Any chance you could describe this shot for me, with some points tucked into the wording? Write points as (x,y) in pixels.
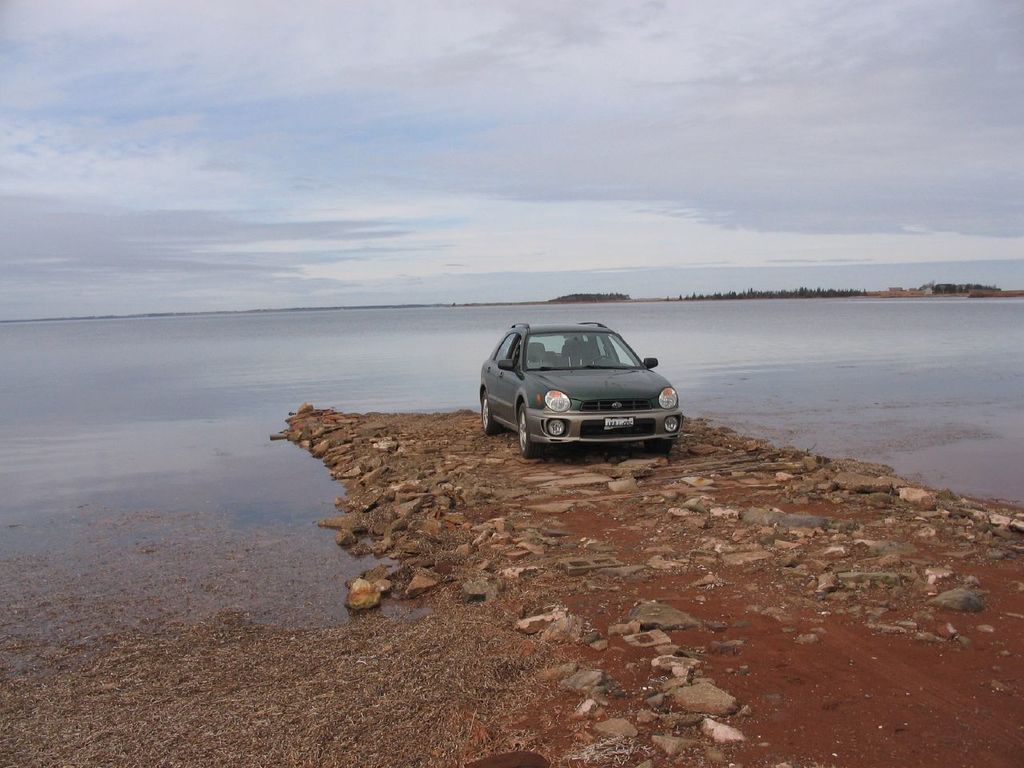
In this image I can see a car (598,434). There is water (1003,373) in the center (670,318) and there are trees (822,290) at the back (731,291). There is sky (350,126) at the top (350,126).
